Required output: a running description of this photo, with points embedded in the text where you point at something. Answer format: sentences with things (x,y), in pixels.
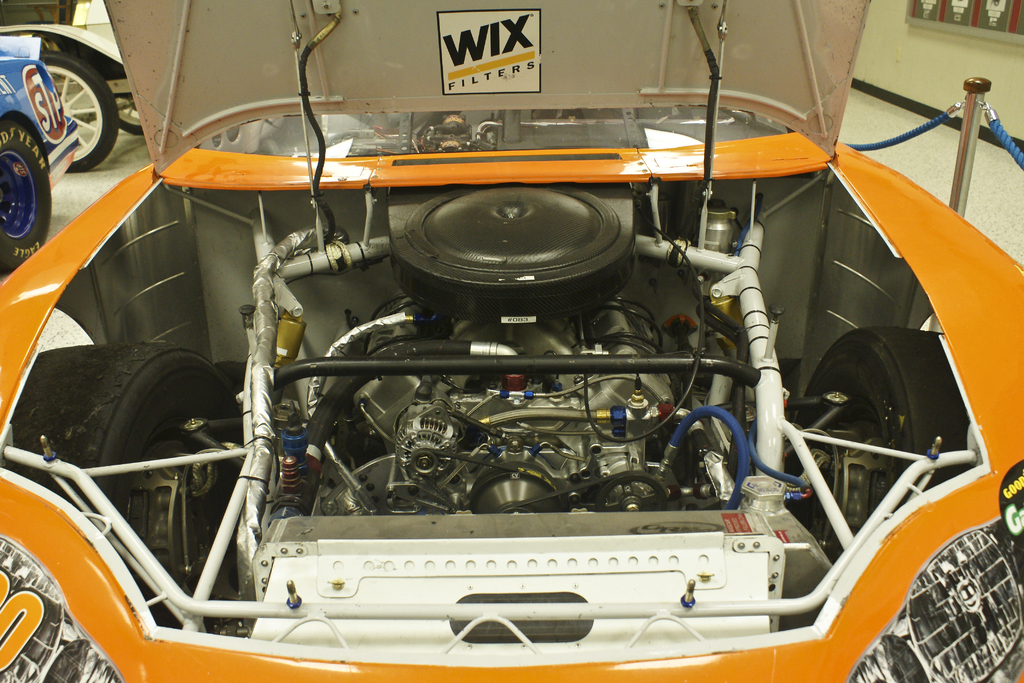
In this picture, we see the engine (622,327) and some other inner parts (745,367) of the car (632,459). This car (629,458) is in orange color. On either side of the car (764,414), we see the tyre (886,433). On the right side (972,86), we see the barrier pole (970,176). Beside that, we see a wall (947,66) on which a green color board (946,16) is placed. In the left top (41,87), we see the cars (37,117) in blue and white color.
